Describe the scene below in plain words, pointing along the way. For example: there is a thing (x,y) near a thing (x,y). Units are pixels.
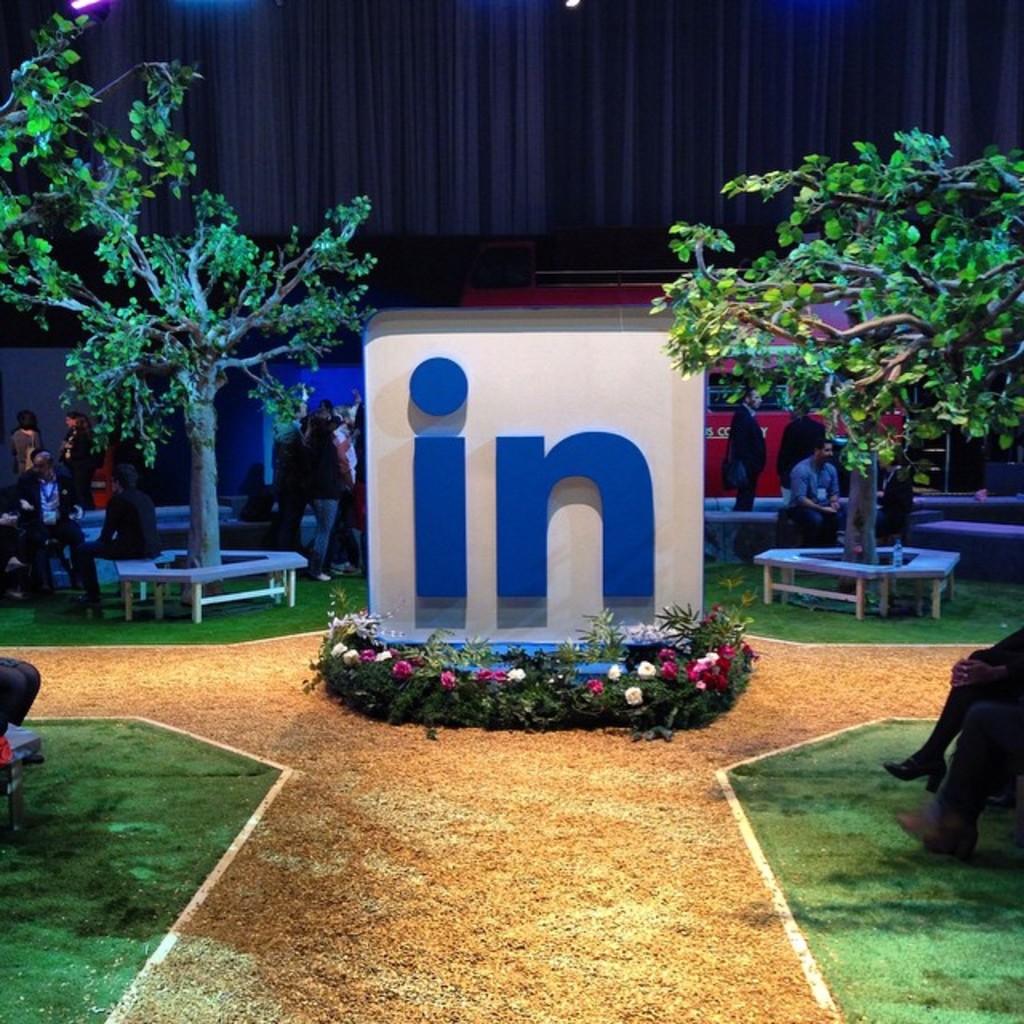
In the image there is a LinkedIn logo sign (379,556) in the middle (423,357) with flower plants (510,667) in front of it and garden (150,870) on either side with tree (124,206) on it and in the back (315,465) there are many people (267,488) standing and sitting all over the place.
